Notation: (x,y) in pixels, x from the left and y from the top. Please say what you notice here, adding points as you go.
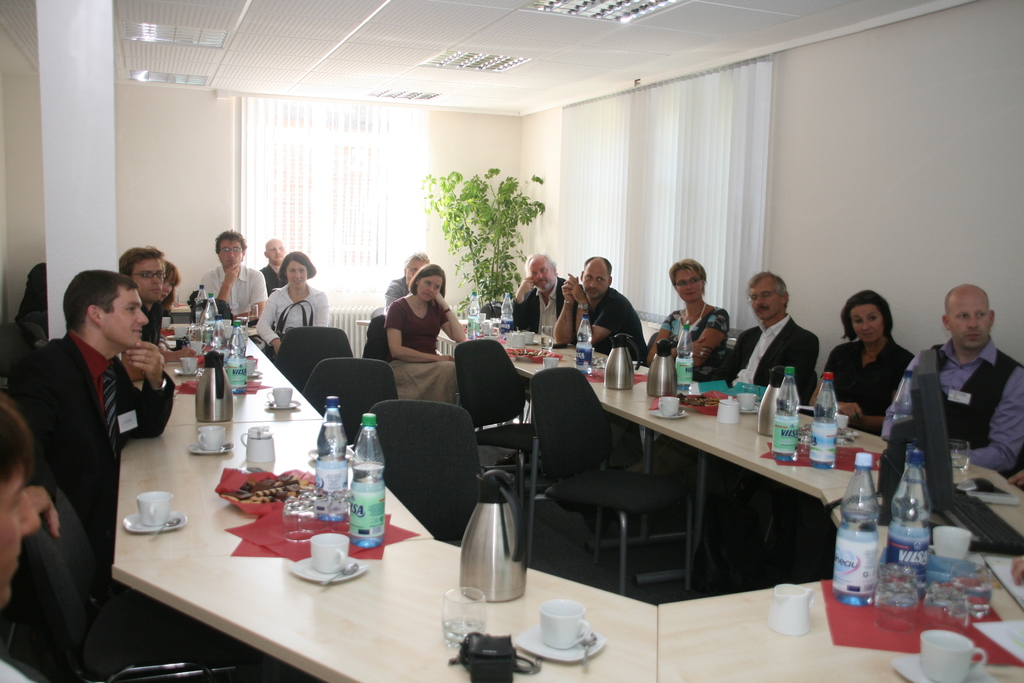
In this picture there is a two rows of people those who are attending the meeting and in between the wooden table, there are five empty chairs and the tea cups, bottles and flasks (657,385) are placed on the table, there is a plant (536,213) at the center of the image (468,228) and white color curtains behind the ladies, there is a white color ceiling (362,86) at the top of the roof (381,100).
